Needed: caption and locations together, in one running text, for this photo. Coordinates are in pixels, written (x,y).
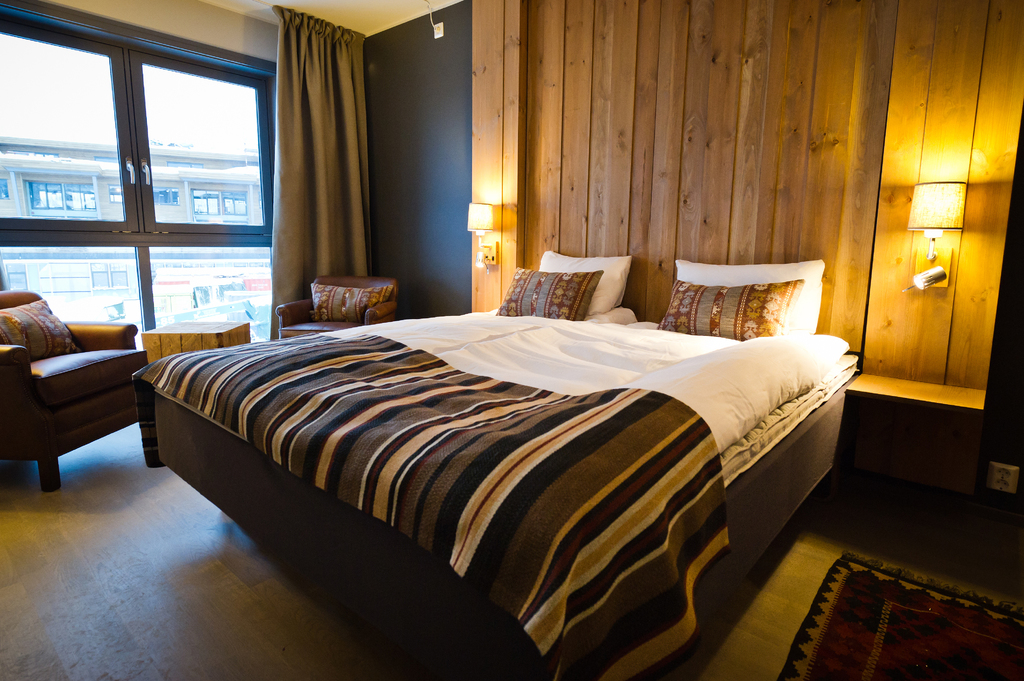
In this picture we can see a bed (270,543) in the room (168,581). And these are the chairs (291,308). On the background (725,172) there is a wall (723,163). And this is the lamp (946,197). Here we can see a building (83,180) from the window (134,189). And this is the curtain (300,131).
